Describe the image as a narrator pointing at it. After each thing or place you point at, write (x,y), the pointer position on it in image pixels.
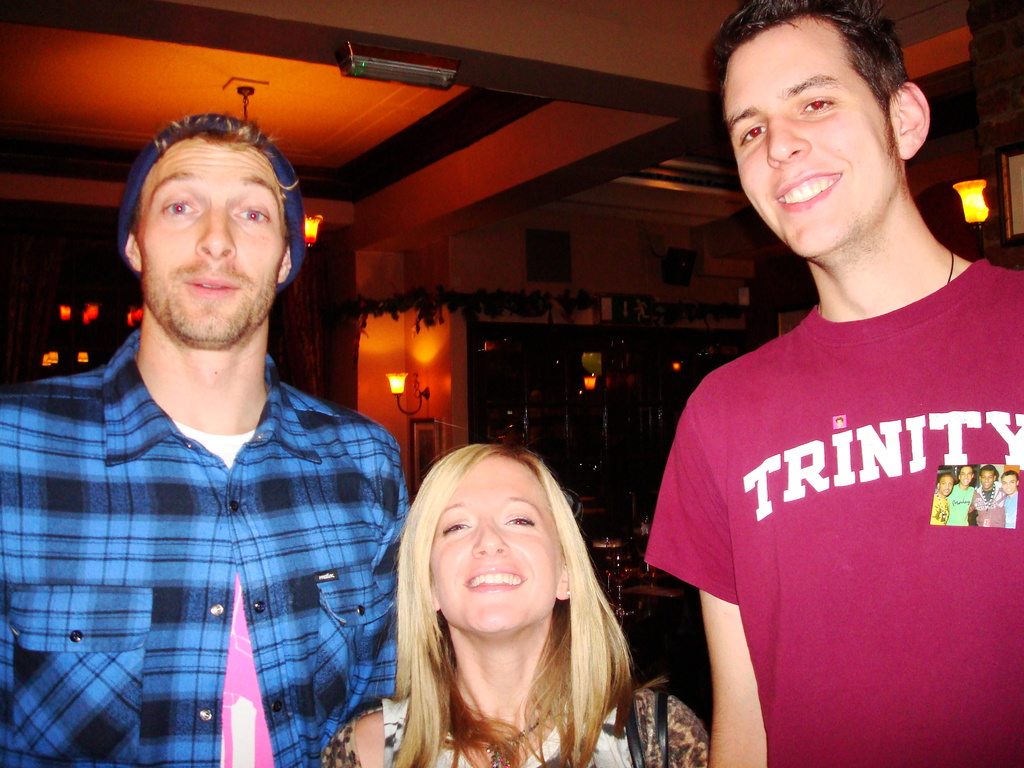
In this image, we can see three persons (970,409) smiling. In the background (412,461), we can see the glasses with liquids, lights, wall (411,375), frame (435,431), decorative objects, ceiling (394,190) and few things (651,596).
